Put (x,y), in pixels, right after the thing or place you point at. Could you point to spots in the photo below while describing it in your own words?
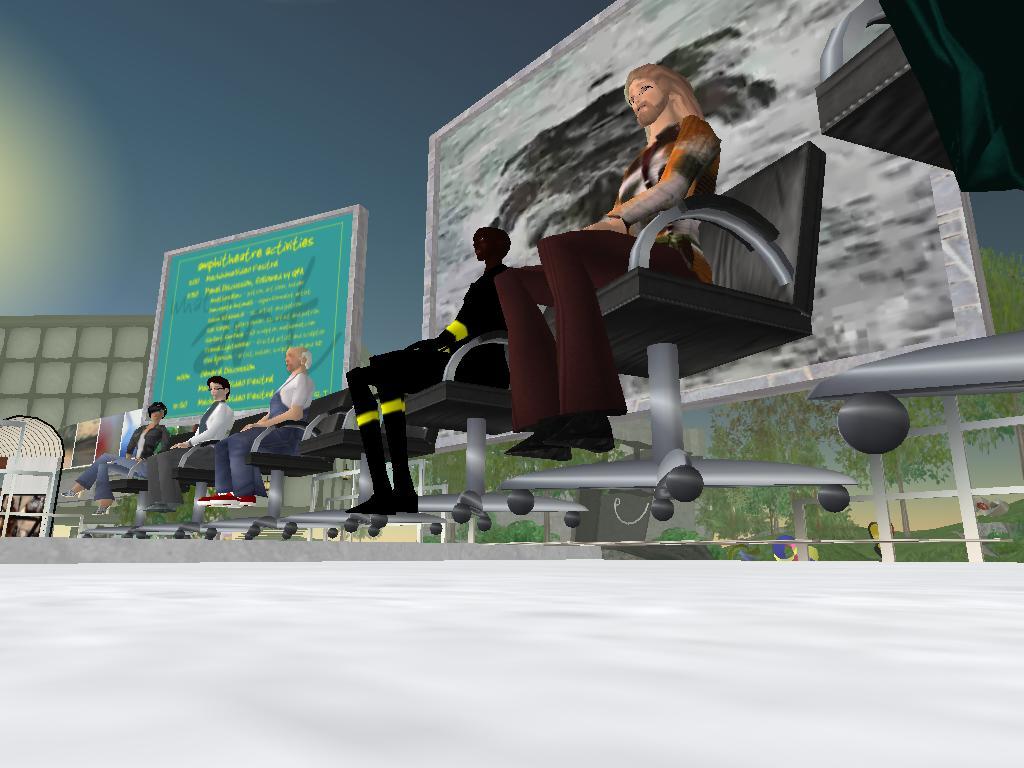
This is animated picture, There are people (259,426) sitting on chairs (461,497). In the background (241,279) we can see screens (265,307), trees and sky (146,147).
